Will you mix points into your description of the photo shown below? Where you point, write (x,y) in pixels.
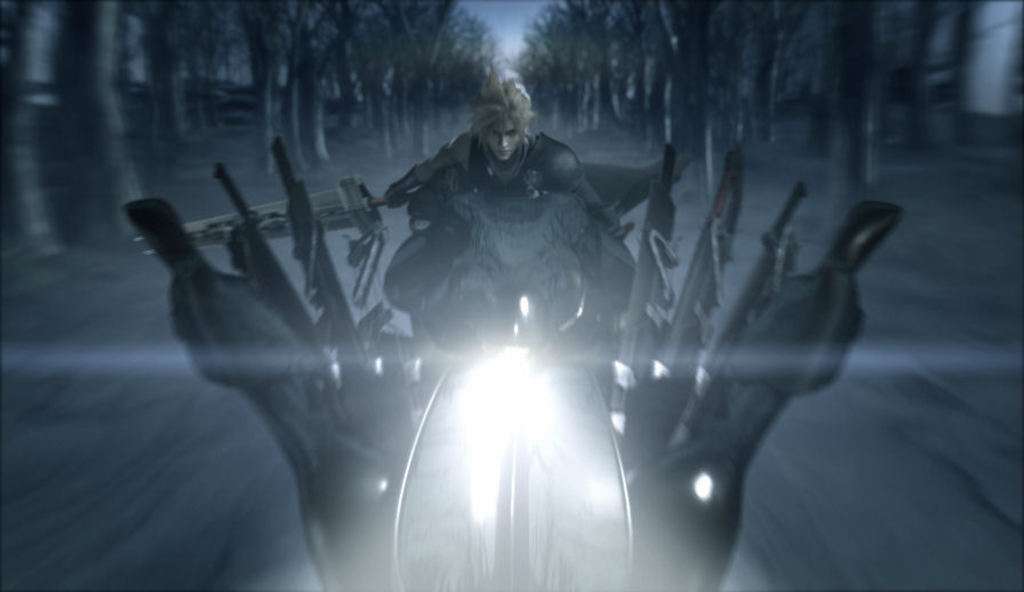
This is an animated image, in this image there is the sky (506,27), there are trees (180,47) truncated towards the top of the image (349,106), there is the road (131,404), there is a person (492,105) in a vehicle (526,433), the person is holding a sword (195,221), the vehicle (181,226) is truncated towards the bottom of the image (510,562).
